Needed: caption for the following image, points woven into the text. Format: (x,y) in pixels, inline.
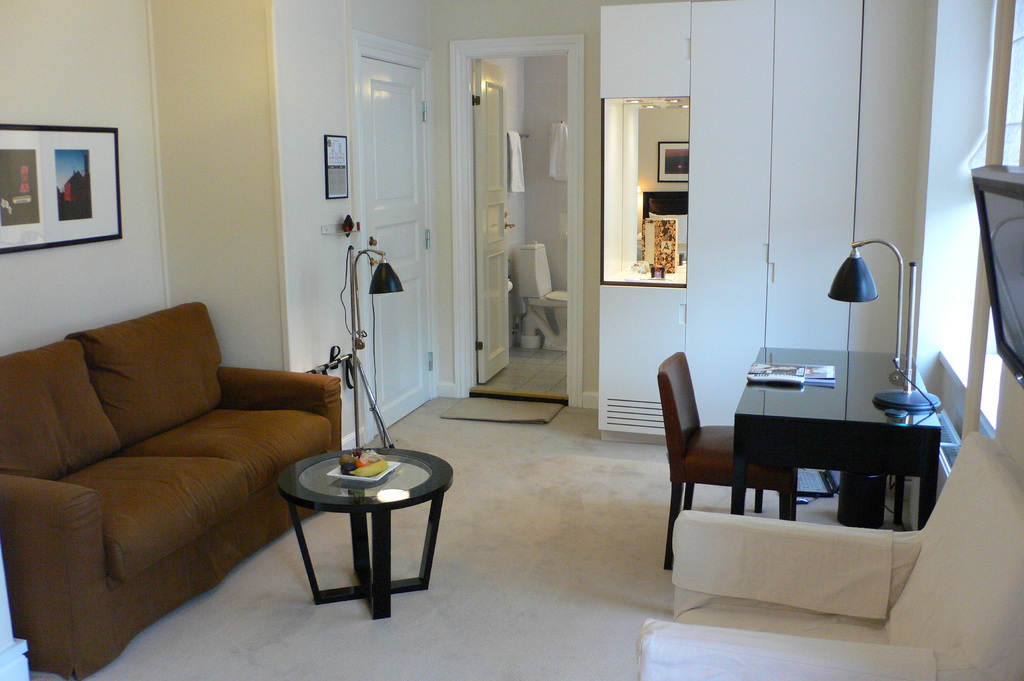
On the left side (85,422) we can see the sofa (184,447). On the right side (936,513) we can see table (910,467), chair (962,586), lamp (874,292). Coming to the center (495,234) we can see one more table (371,510) and door (419,217) and wall (311,104) and photo frames (97,179).
